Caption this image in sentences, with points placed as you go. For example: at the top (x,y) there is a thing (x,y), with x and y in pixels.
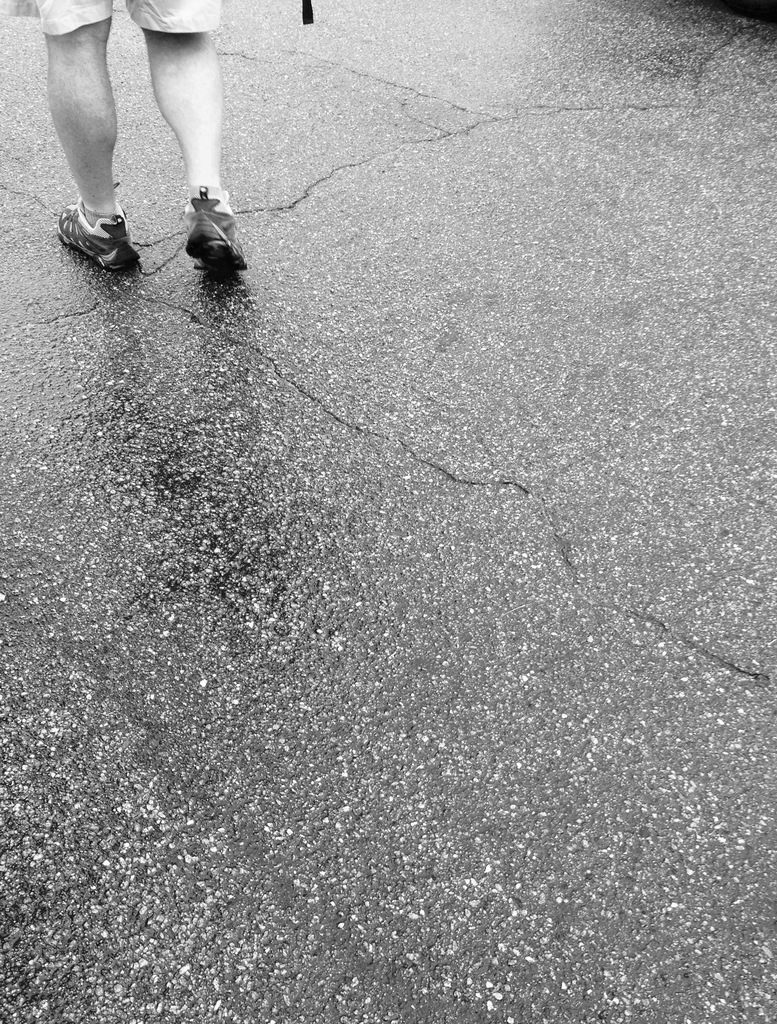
In this image we can see a person (68,97) standing on the road (272,378). This is a black and white picture.
